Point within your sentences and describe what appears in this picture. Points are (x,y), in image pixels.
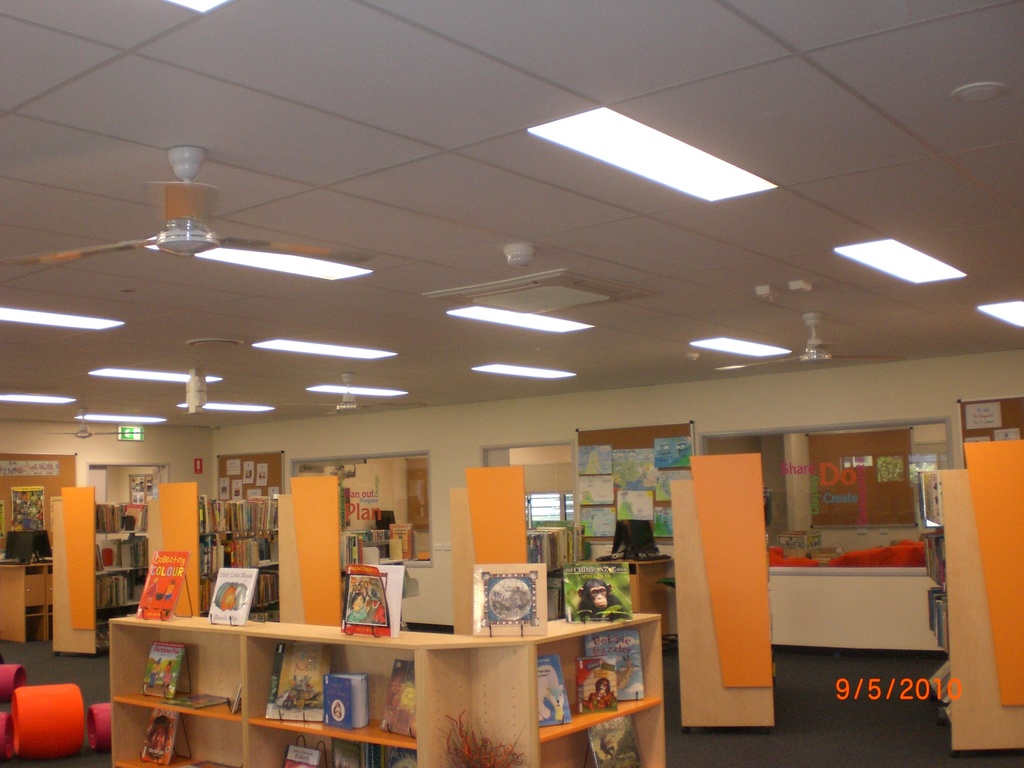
In this image we can see books (220,553) arranged in shelves (193,538), monitors (652,533), window (865,497), notice board (271,468), fans (86,437), lights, door (97,483) and wall (428,426).
